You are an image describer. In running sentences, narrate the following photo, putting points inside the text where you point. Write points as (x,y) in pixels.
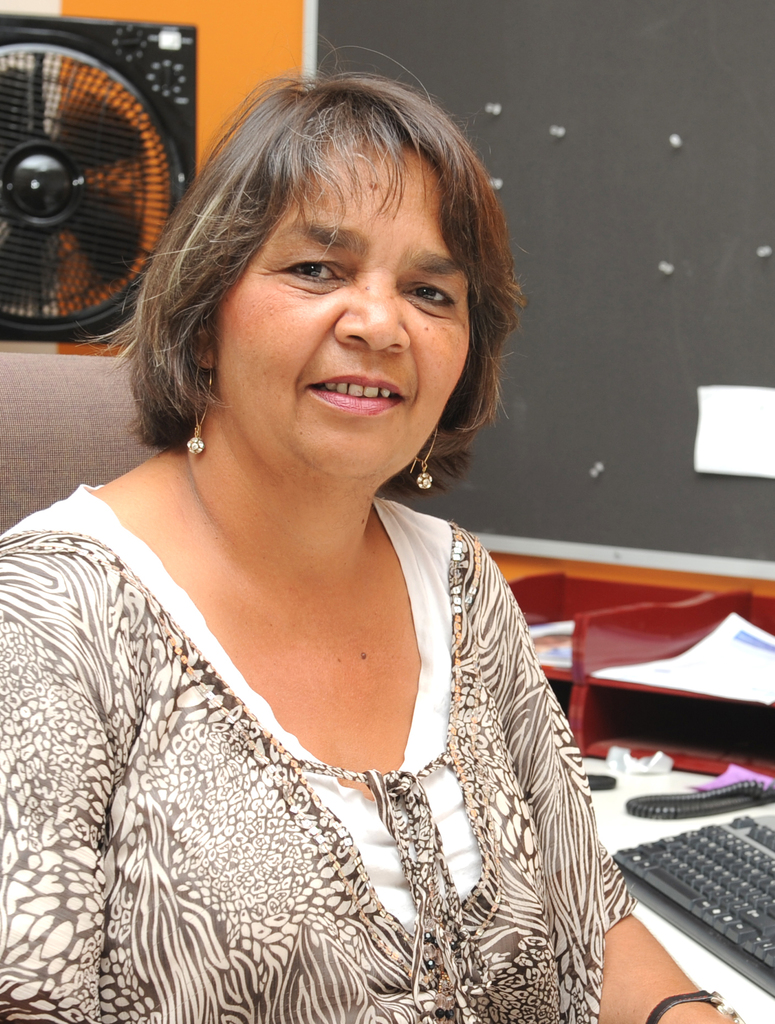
In this image I can see a woman (412,643) is sitting on a chair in front of a desk (665,935) on which a keyboard (710,882), some objects (628,610) are placed. In the background (110,218) I can see a fan (170,181) and wall (174,20). This image is taken may be in a room (492,468).
